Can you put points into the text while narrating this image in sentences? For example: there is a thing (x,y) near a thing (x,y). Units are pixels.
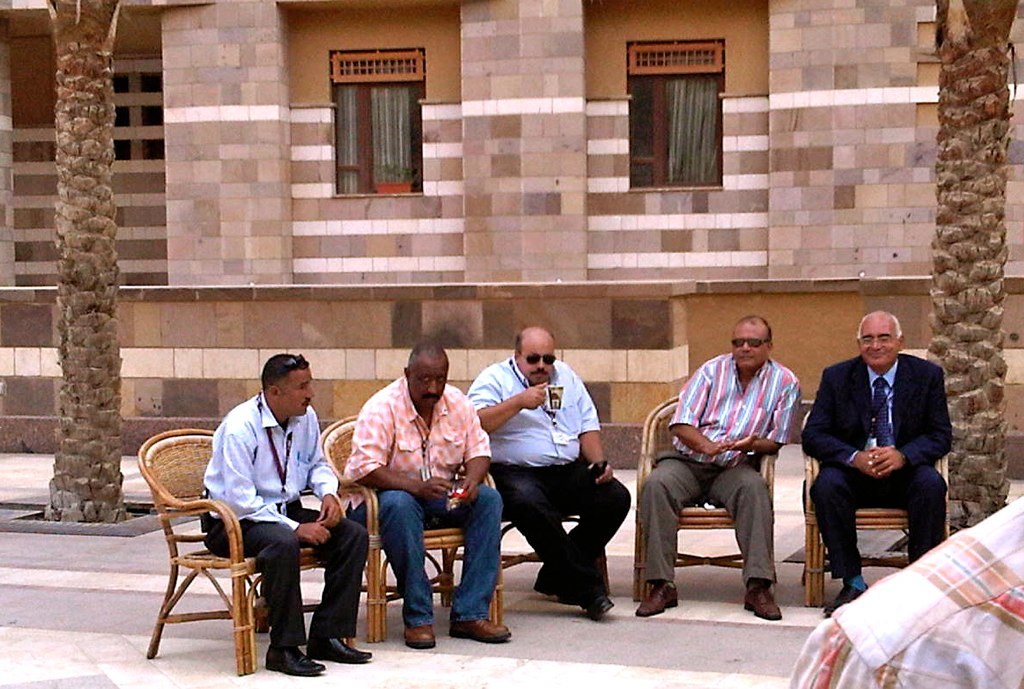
In this image there are group of persons (731,460) sitting. In the background (355,388) there is a building (472,210) and there are windows (144,141) and there are trees (65,291).
